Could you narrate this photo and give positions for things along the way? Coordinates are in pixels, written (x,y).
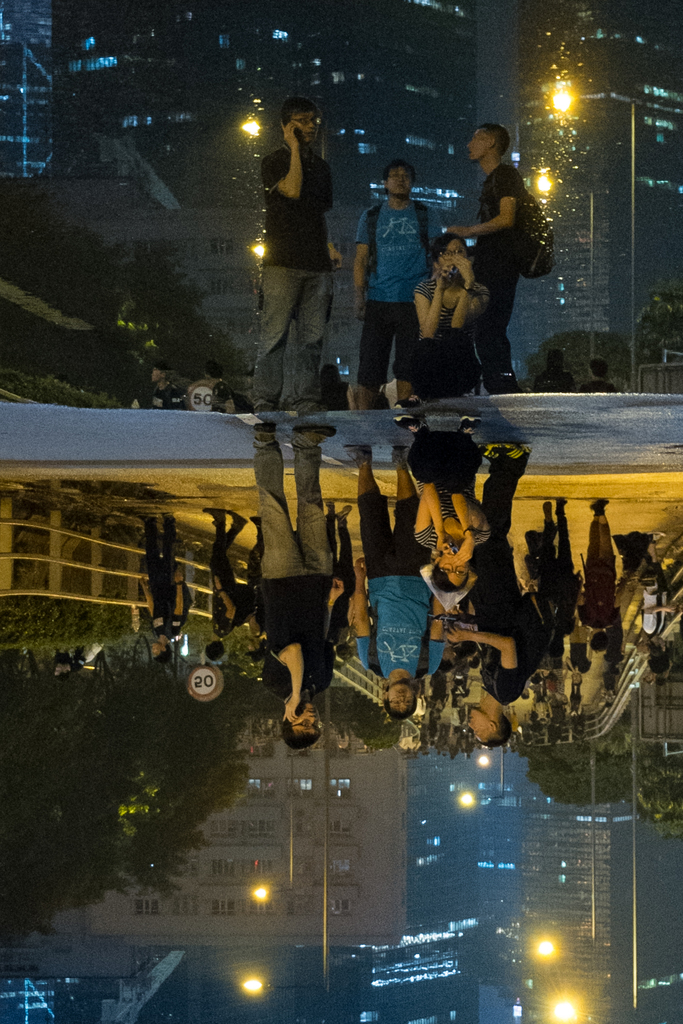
In this image I can see few persons (305,159) are standing on the road (356,531), the water (190,538) and on the water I can see the reflection (347,530) of few persons (368,306), few trees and few buildings (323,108). In the background (582,140) I can see few buildings (540,70), few trees (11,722) and the sky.
